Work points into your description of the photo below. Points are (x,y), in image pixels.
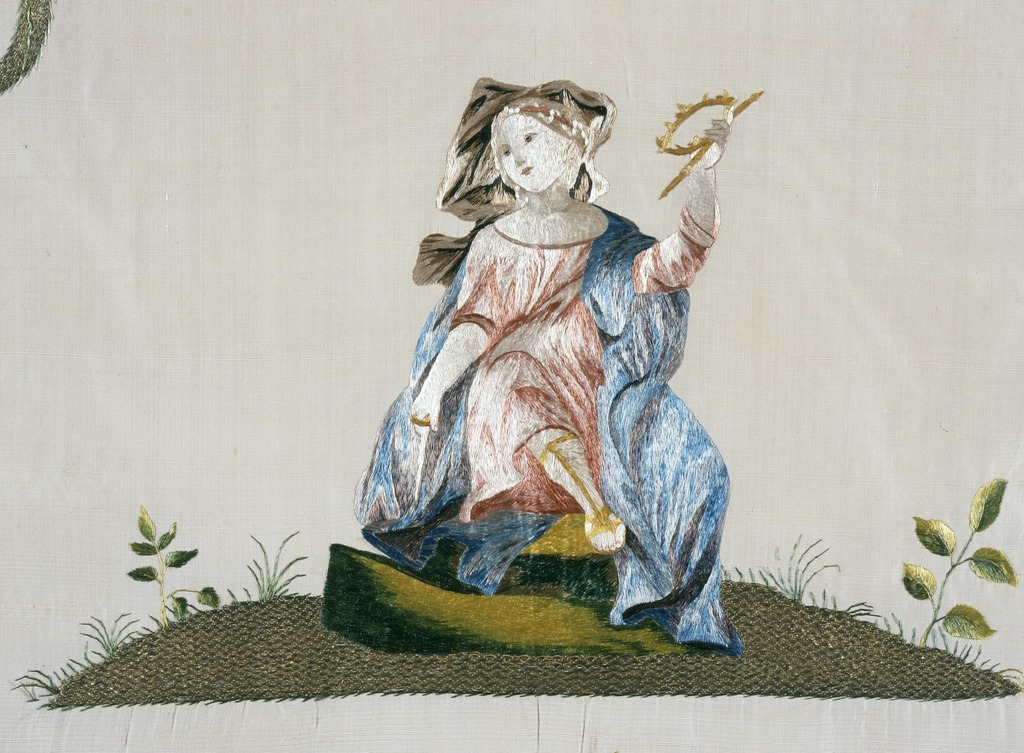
In this image we can see an art (415,486) on the white color surface (961,330).
